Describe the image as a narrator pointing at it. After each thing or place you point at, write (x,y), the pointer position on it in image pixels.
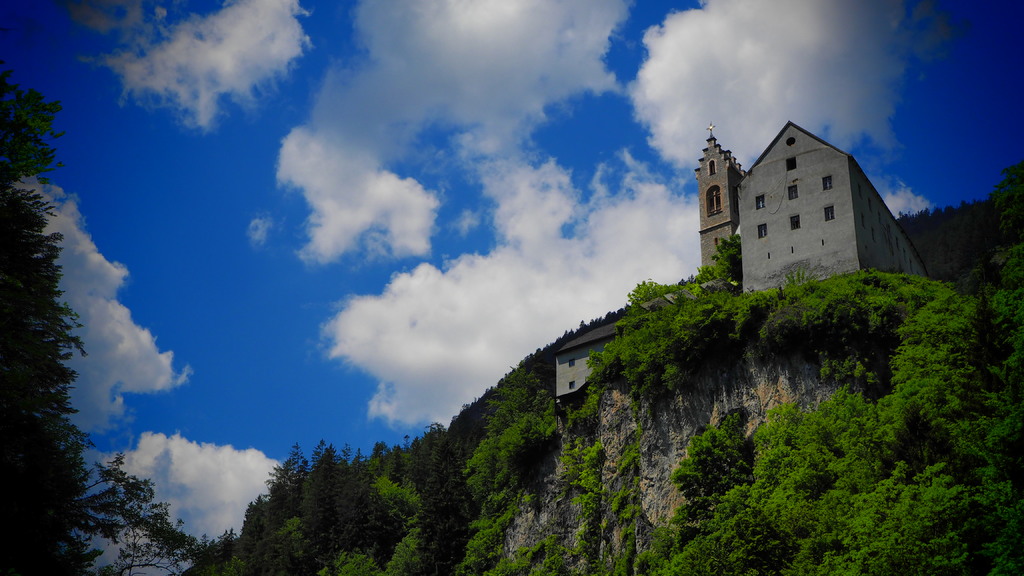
In this picture there is a building (762,257) and church (703,248) on the mountain (898,277). On the top (259,97) we can see sky (271,117) and clouds (388,91). On the bottom (935,475) we can see many trees (476,459).
